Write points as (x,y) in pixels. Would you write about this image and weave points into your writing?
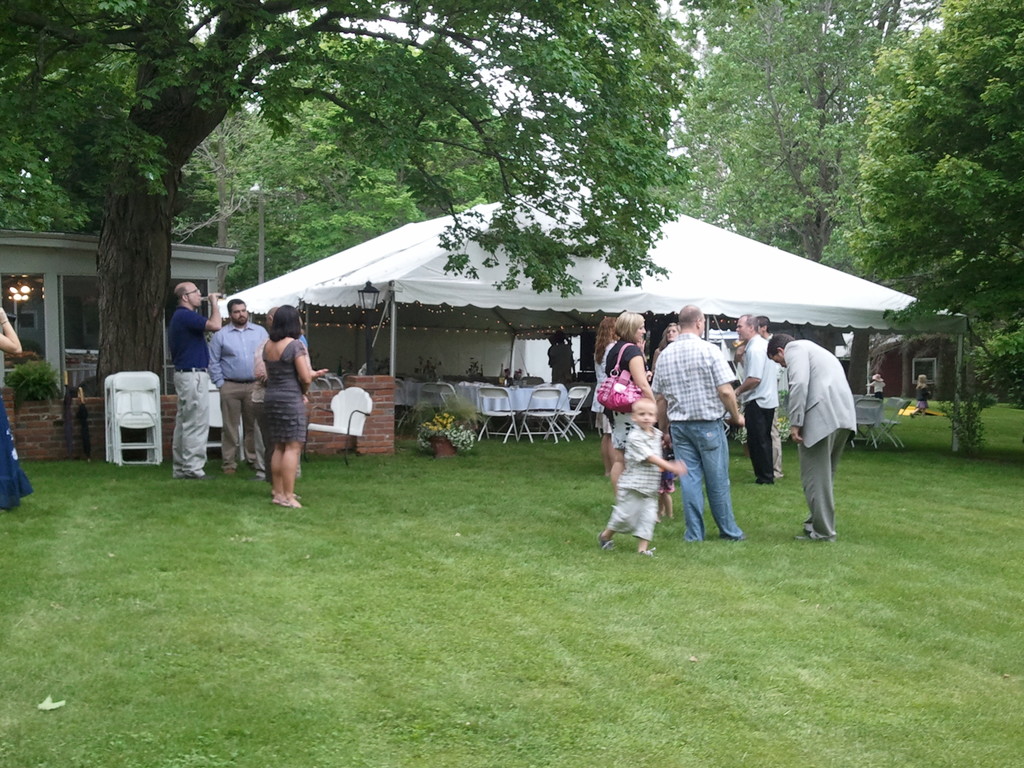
In this image we can see some group of persons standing in the open garden area (463,589) and at the background of the image (316,271) there is tent (457,298) under which there are some tables (512,392) and chairs (438,403) around it, there is house (16,289), wall (33,434) and there are some trees (570,130) and clear sky (490,75).
